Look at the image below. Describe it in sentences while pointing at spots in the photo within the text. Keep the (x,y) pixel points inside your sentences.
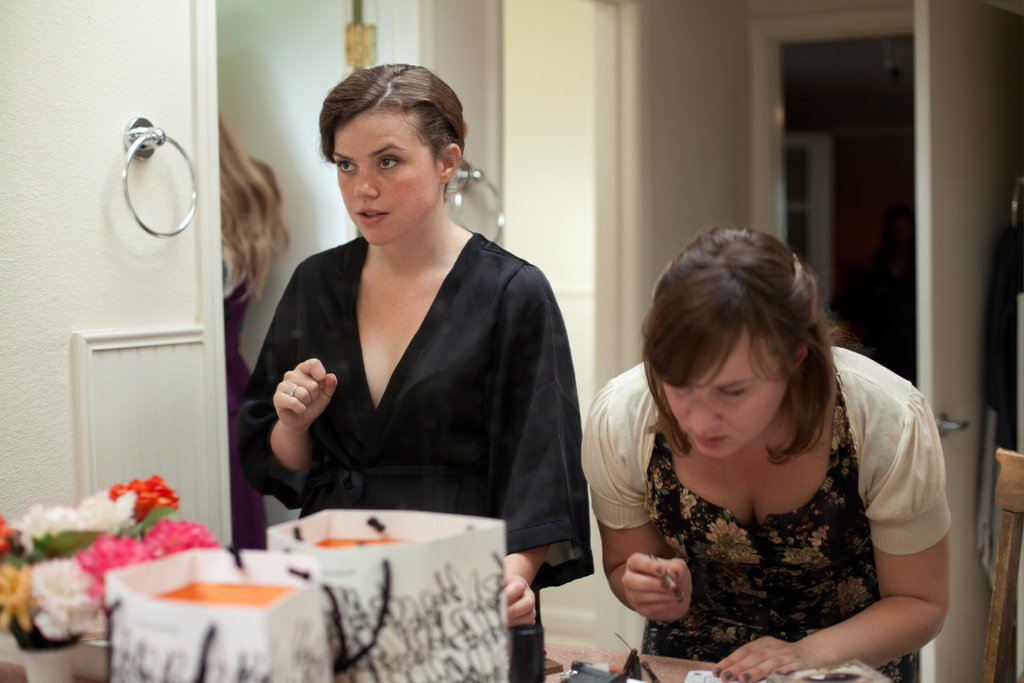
On the background (491,73) we can see door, wall (691,161). Here we can see two women (370,457) standing in front of a table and on the table (100,637) we can see carry bags (139,638), flower pots (44,648).
